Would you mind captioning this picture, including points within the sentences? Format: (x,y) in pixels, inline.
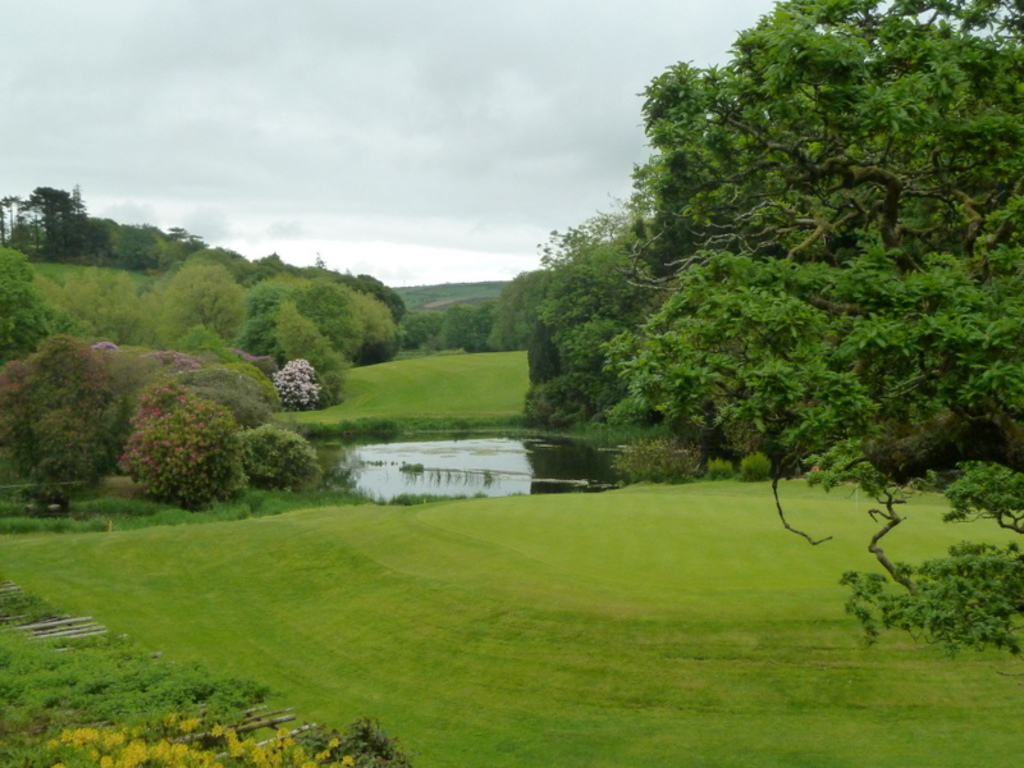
In the center of the image (389,441) there is a pond (581,469). In the background (17,307) we can see trees (601,290). At the top (504,165) there is sky (382,88).
